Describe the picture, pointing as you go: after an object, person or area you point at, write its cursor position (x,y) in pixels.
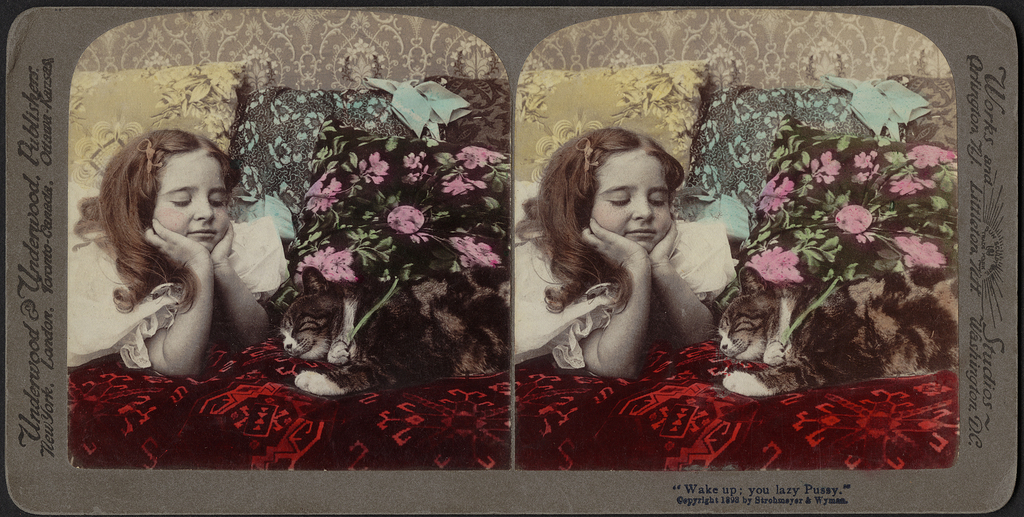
This image consists of a card (481,280). On which there is a picture (361,290) of a girl (244,259) along with a cat (436,292) and pillows (501,259).
